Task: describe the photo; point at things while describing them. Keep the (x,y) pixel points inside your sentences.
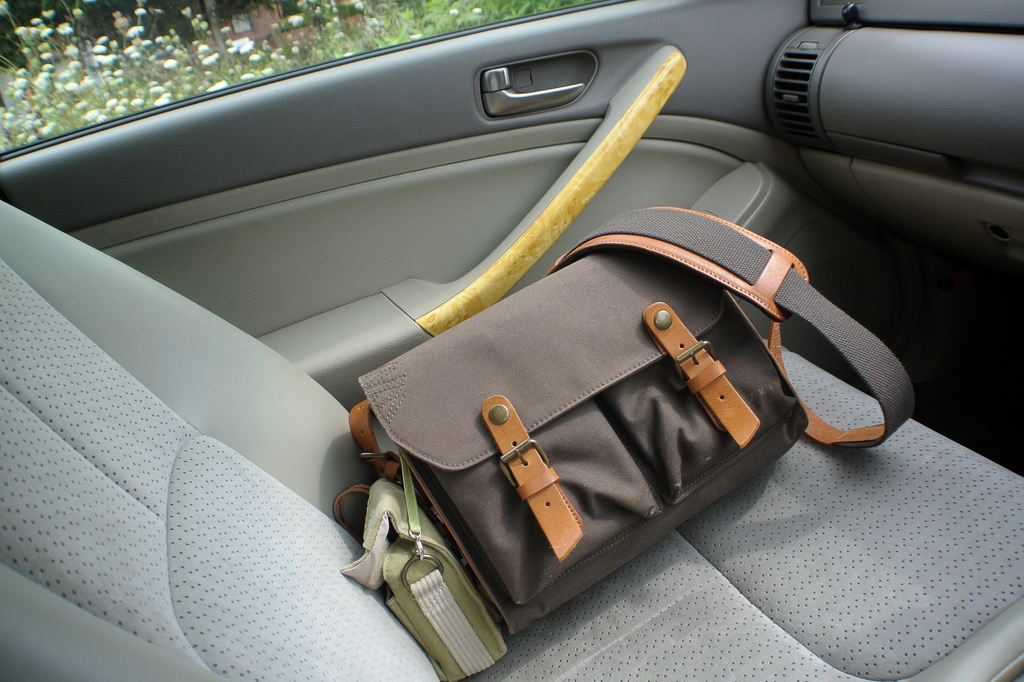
In this image I see the inside view of a car (980,619) and there is a bag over here. I can also see few plants (387,37).
